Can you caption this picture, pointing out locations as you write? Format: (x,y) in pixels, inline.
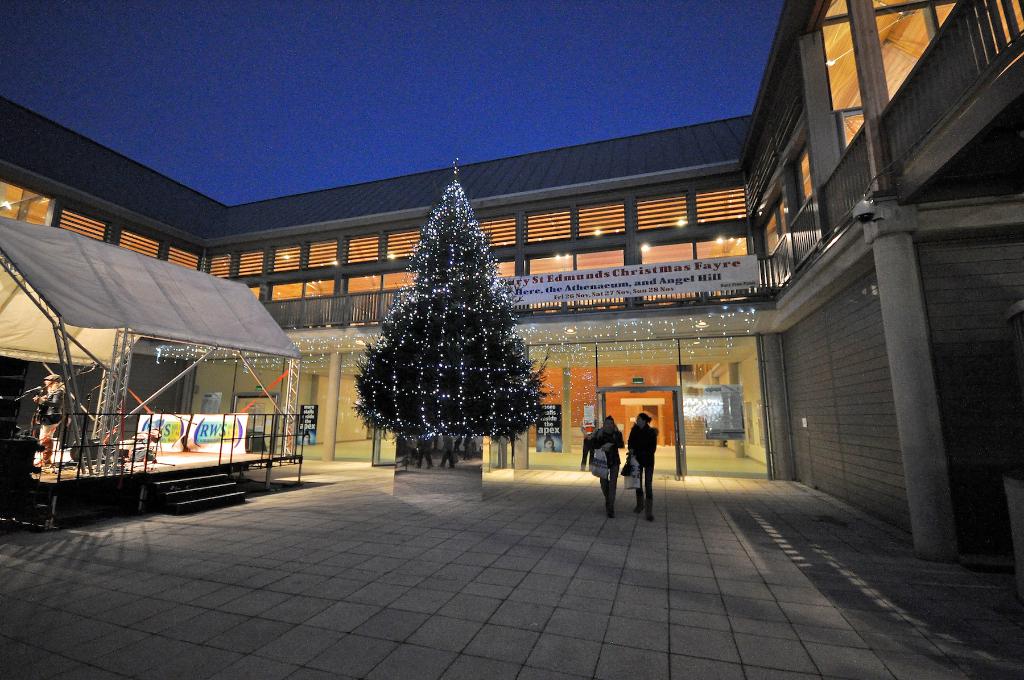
In the center of the image (437,360), we can see a Christmas tree (449,354), a shed (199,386) and some people (587,445). In the background (510,243), there is building (830,343).
